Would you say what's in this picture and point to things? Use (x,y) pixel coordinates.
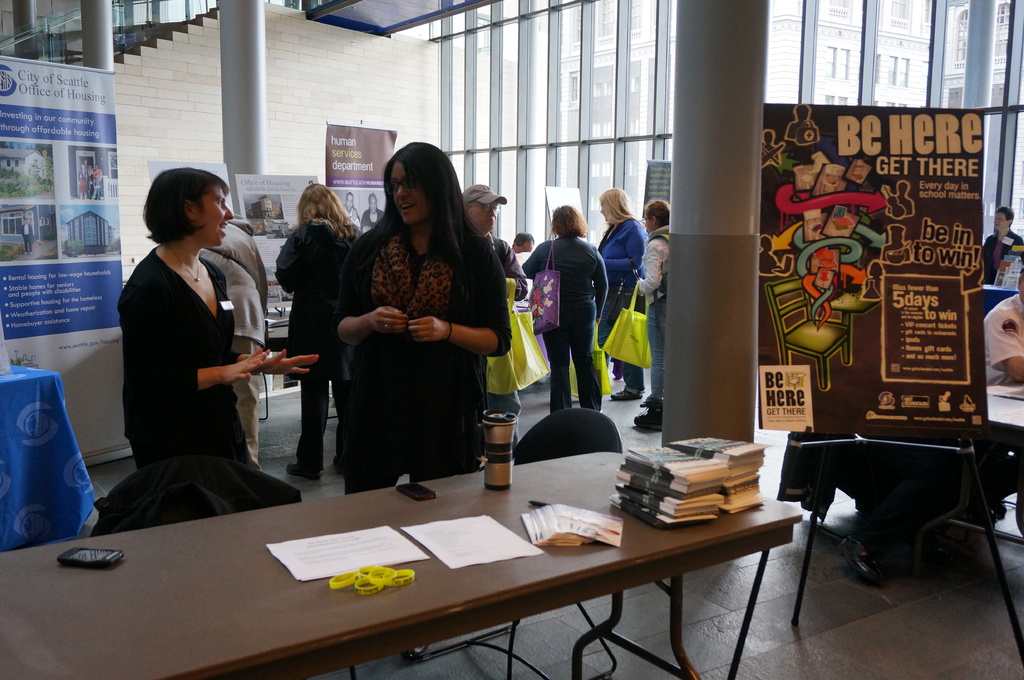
A picture inside of a room (776,443). We can able to see number of banners (69,194). These 2 persons (184,302) are standing, in-front of these persons (420,336) there is a table (446,632), on a table (503,614) there are books (654,524), papers (483,544), bottle (503,440), mobiles (70,551), bands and cards (561,517). Far this persons (537,251) are standing and holding bags (536,325). From this glass window (613,100) we can able to see a building (779,93) with windows (831,70).
